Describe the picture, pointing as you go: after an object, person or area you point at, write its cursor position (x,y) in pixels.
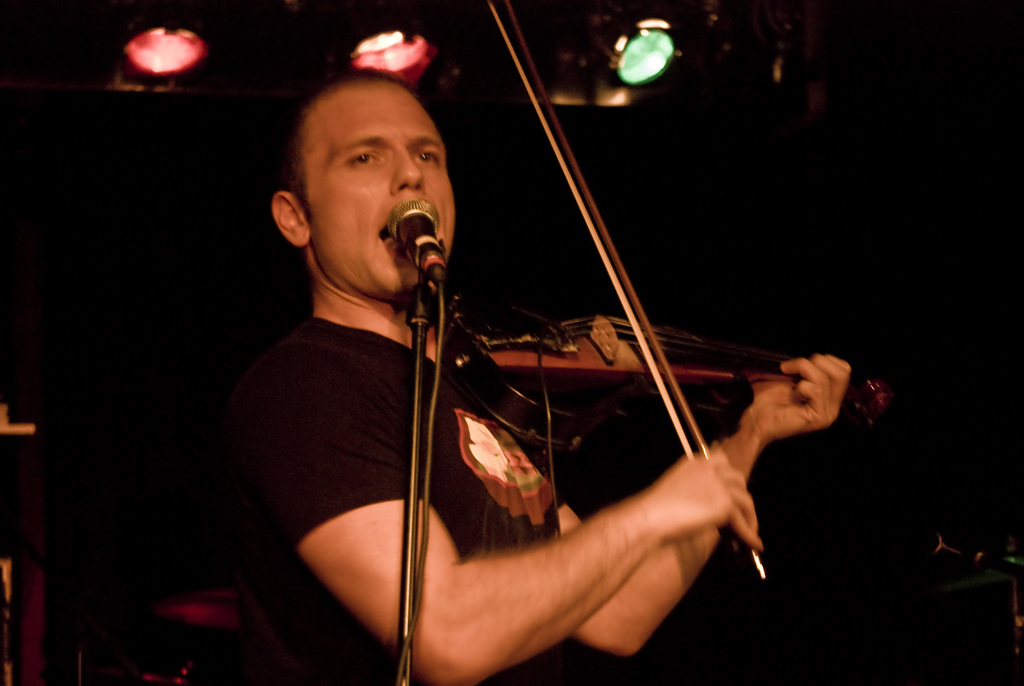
In the picture there is a man (482,479) singing and playing violin (544,366). In front of him there is microphone (419,245) and its stand (413,489). He is wearing a black T-shirt (341,433). At the top of the image (167,62) there are spotlights (391,50). The background (183,261) is dark.
